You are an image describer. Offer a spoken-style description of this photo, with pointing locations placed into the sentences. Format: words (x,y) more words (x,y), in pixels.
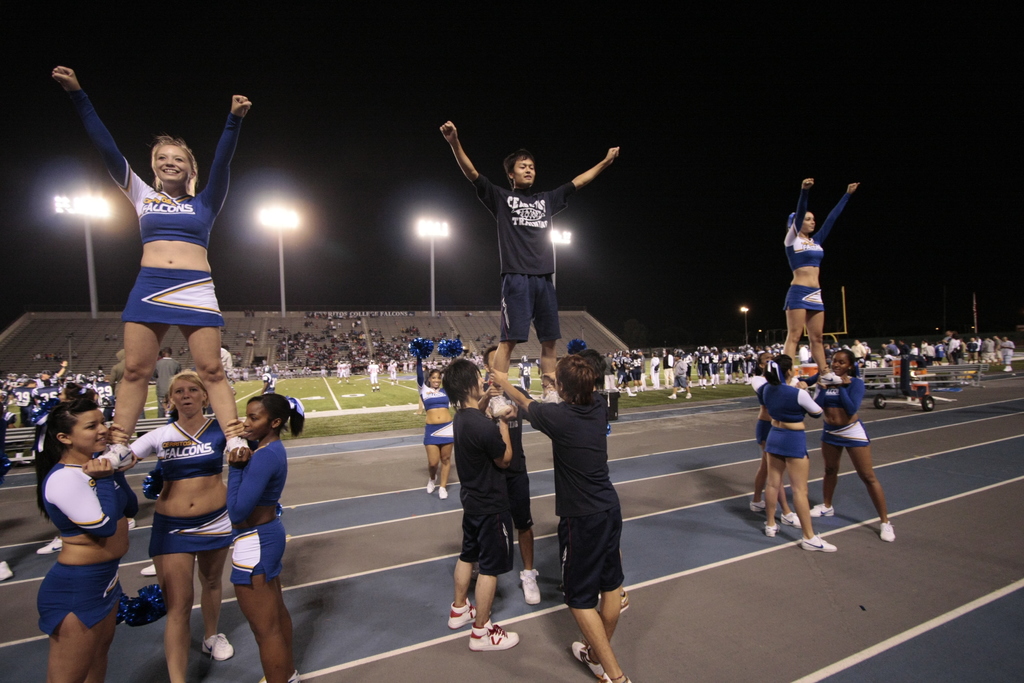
In the picture we can see some cheer girls (159,526) standing on the path (140,526) on each other person (215,495) and in the background (369,379), we can see some players (343,382) are playing on the ground (341,389) and we can also see audience (363,342) are sitting on the chairs (464,331) and watching the match and we can also see a light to the pole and a sky (663,259) in the dark.
